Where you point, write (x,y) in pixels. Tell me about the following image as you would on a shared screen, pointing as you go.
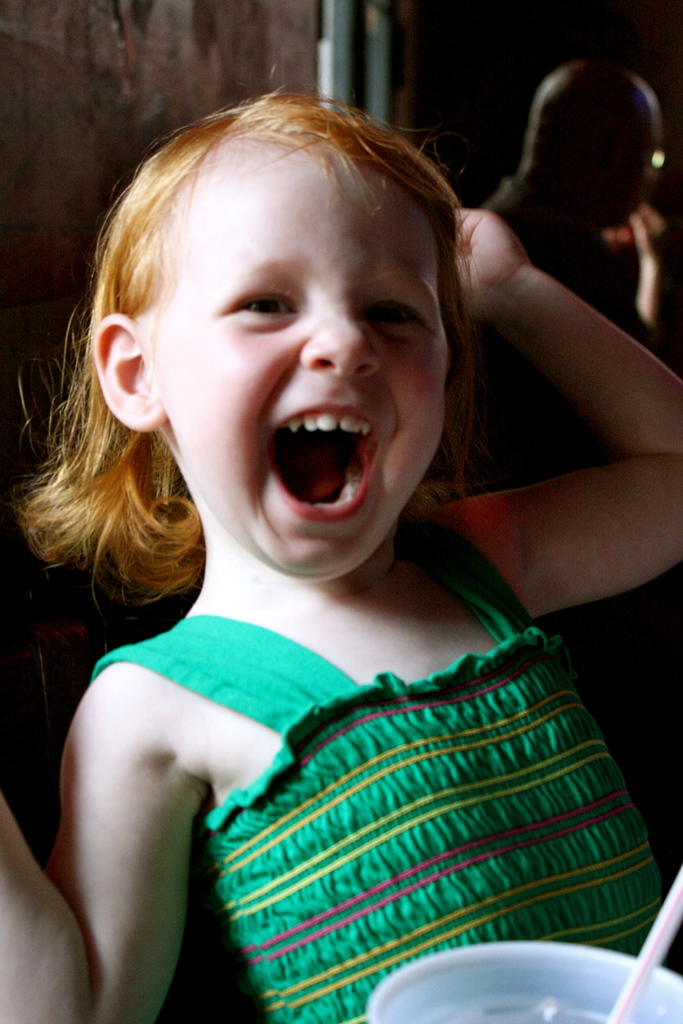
Here, we can see a small girl (373,538), she is smiling, in the background (569,267) we can see a person (569,265).
